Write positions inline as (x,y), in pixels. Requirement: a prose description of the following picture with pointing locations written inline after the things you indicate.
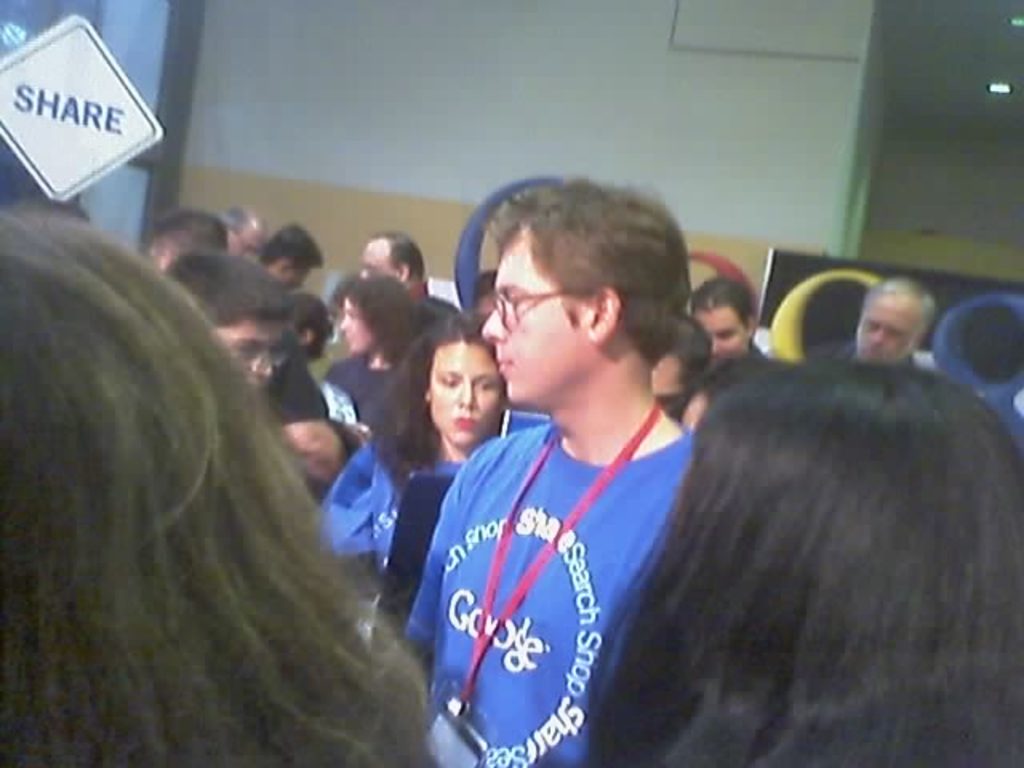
In this image there is a person (597,467) wearing blue T-shirt (556,495) having spectacles (514,318). Behind them there are few persons (394,267). Right side (958,313) there is a banner (966,300) behind the persons (871,368). Left top there is a board (72,49) having some text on it. Background (327,139) there is a wall (738,103).
